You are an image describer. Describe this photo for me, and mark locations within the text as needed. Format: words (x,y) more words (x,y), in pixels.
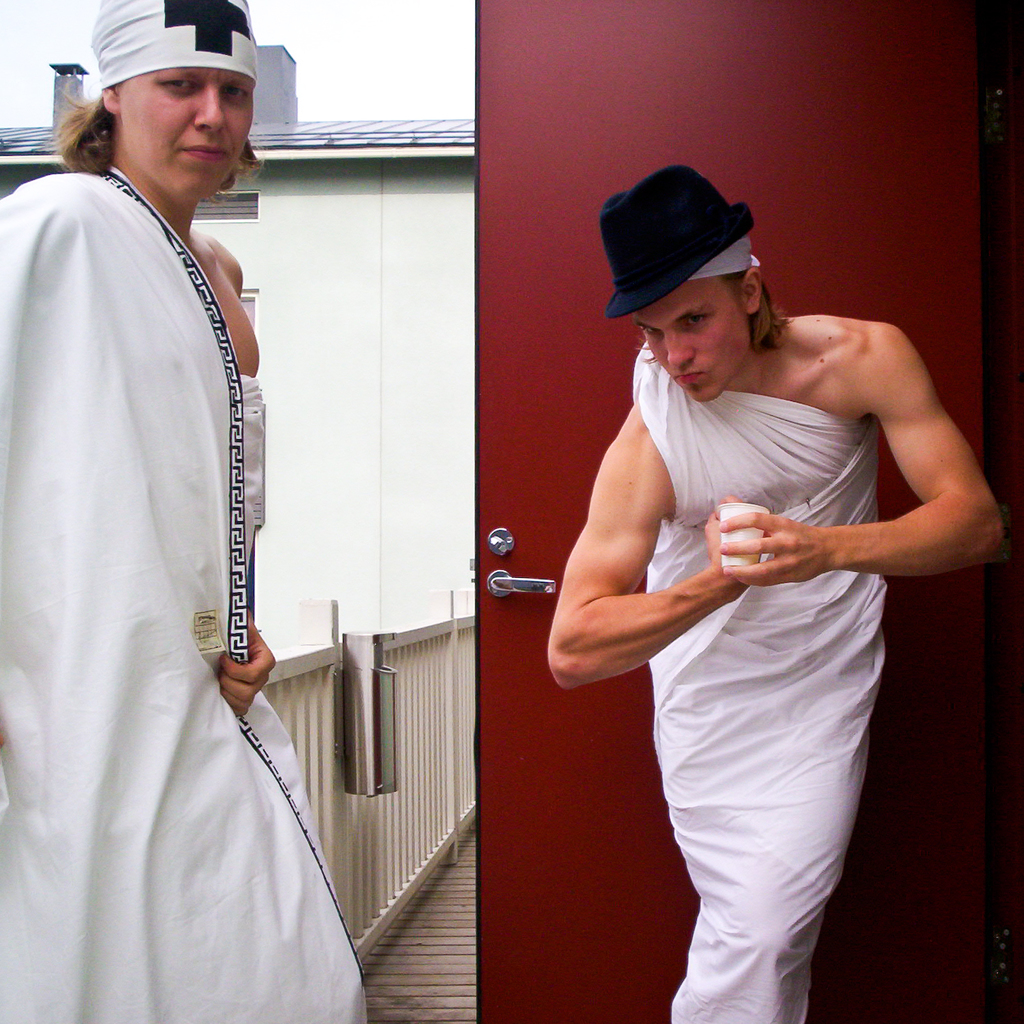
On the right side of the image (747,893) there is a man (794,884) standing at the door (608,822). On the left side of the image (98,39) there is a man (256,1003) with bed sheet (78,257). In the background (616,167) there is a door (556,166), wooden fencing (473,683), house (422,546) and sky (377,49).
